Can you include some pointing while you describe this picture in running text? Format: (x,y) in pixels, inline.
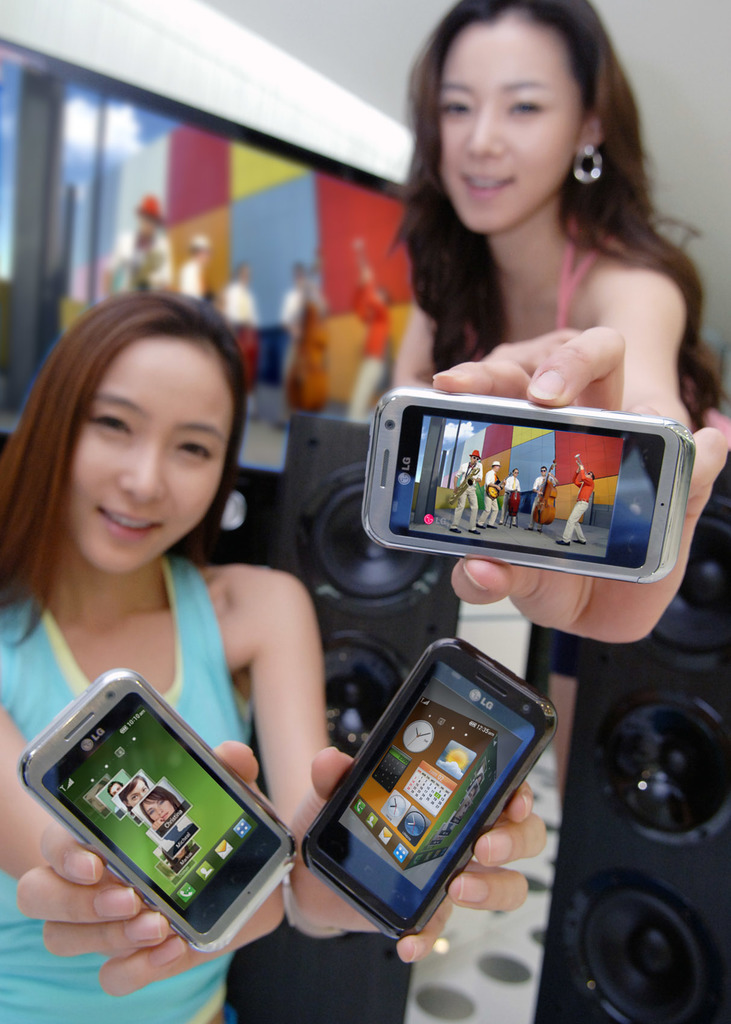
In the foreground (311,505) I can see two women (284,686) are holding mobiles (376,732) in their hand (503,355) and a speaker (610,880). In the background (217,192) I can see a group of people (295,325) on the floor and a wall (303,4). This image is taken may be in a hall (349,419).
